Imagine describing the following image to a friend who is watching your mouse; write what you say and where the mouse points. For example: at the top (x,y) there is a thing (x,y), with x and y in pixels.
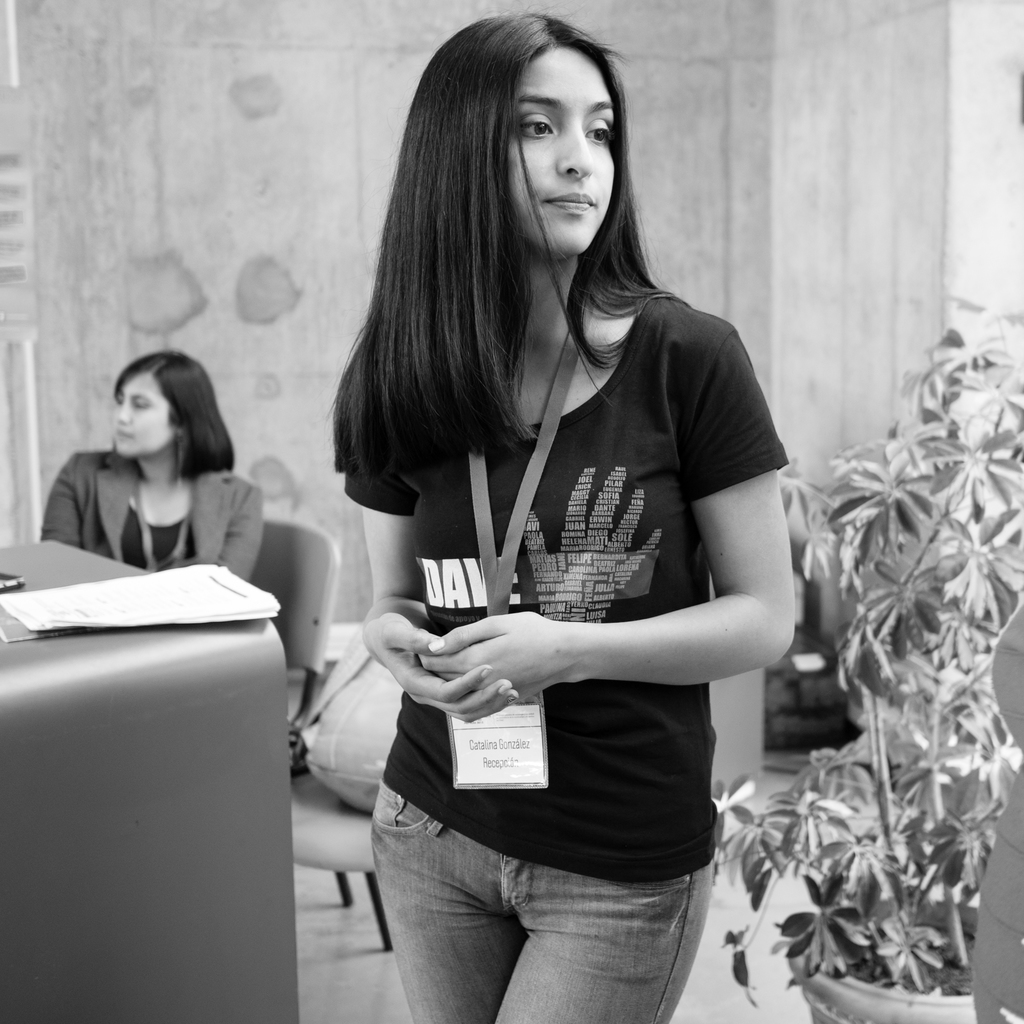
This is a black and white image. In the center of the image (634,513) we can see a lady (657,558) is standing and wearing shirt (600,614), jeans (618,946), id card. On the right side of the image (897,495) we can see a pot (850,986) with plant (947,571). On the left side of the image (186,491) we can see a lady (157,507) is sitting on a chair (318,621) and also we can see a chair (320,817), table (205,757). On the table (136,704) we can see the papers (114,583), objects (19,579). On the chair (317,658) we can see an object (309,714). In the background of the image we can see the wall (709,231) and some other objects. At the bottom of the image (320,981) we can see the floor (722,896).
